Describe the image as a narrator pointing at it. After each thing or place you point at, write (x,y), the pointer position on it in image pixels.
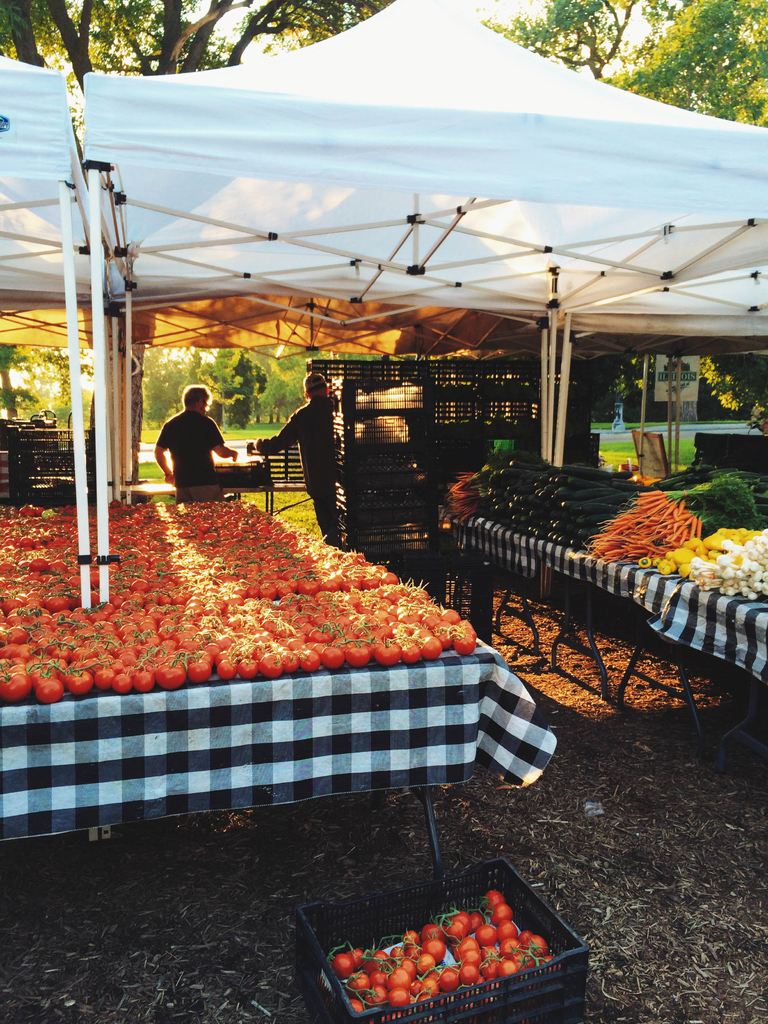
There are two persons (329,471). Here we can see tablecloths (678,638), vegetables (357,1004), basket (567,1009), board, and a tent (355,138). This is grass (287,514). In the background (610,375) we can see trees (641,79).
